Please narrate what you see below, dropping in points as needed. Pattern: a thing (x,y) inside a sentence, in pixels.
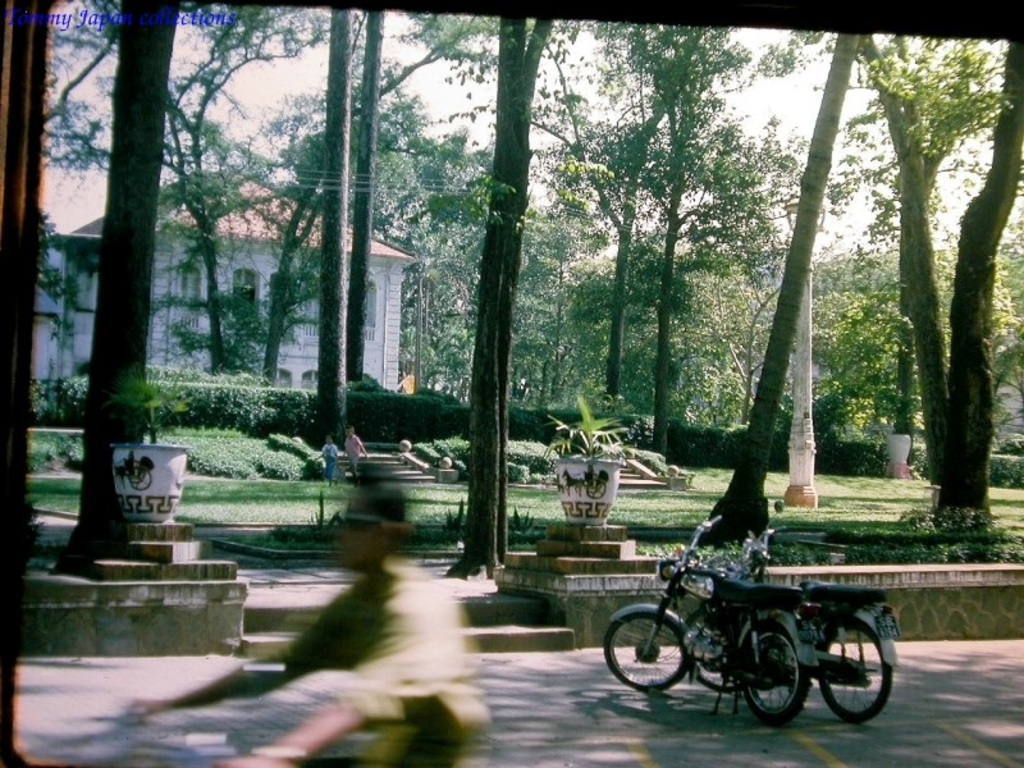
In this image we can see a person (471,686) riding a motor vehicle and two motorbikes (756,710) parked aside on the road (675,732). We can also see a group of trees (327,430), stairs (515,631), plants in a pot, grass (417,515), a street lamp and two children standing on the ground (312,507). On the backside (402,270) we can see a house (314,350) with a roof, some wires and the sky (837,171) which looks cloudy.
